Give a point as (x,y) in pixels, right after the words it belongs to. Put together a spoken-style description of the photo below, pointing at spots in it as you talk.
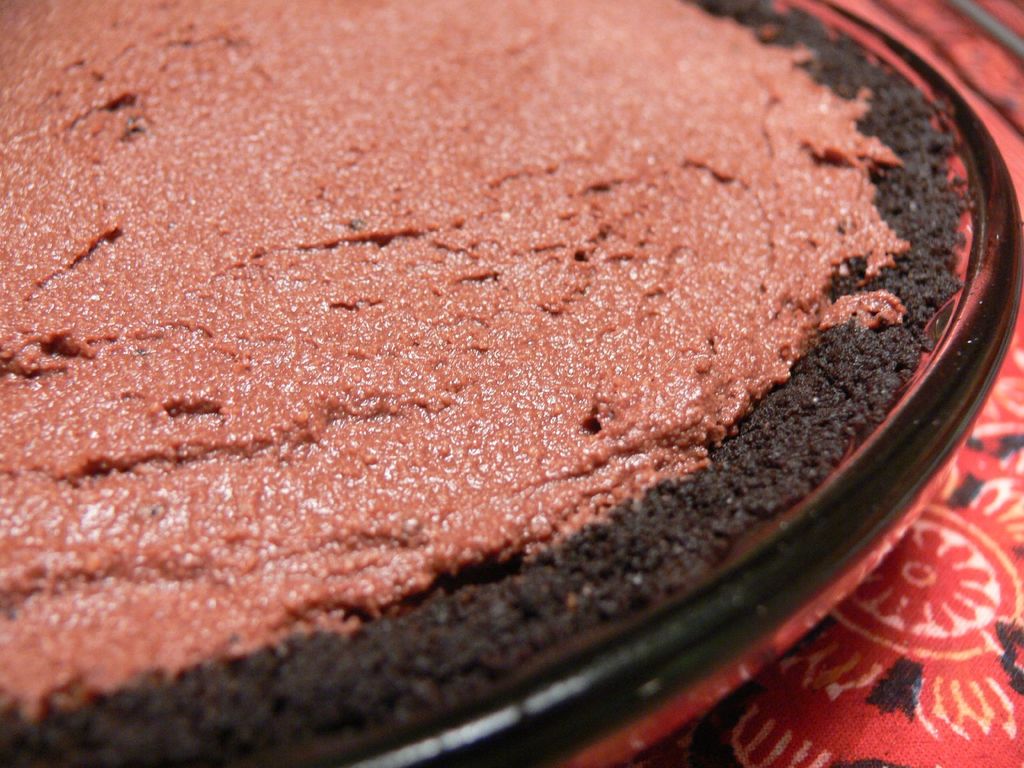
This picture shows some food (828,139) in the plate (425,755) and we see a cloth (939,552).
